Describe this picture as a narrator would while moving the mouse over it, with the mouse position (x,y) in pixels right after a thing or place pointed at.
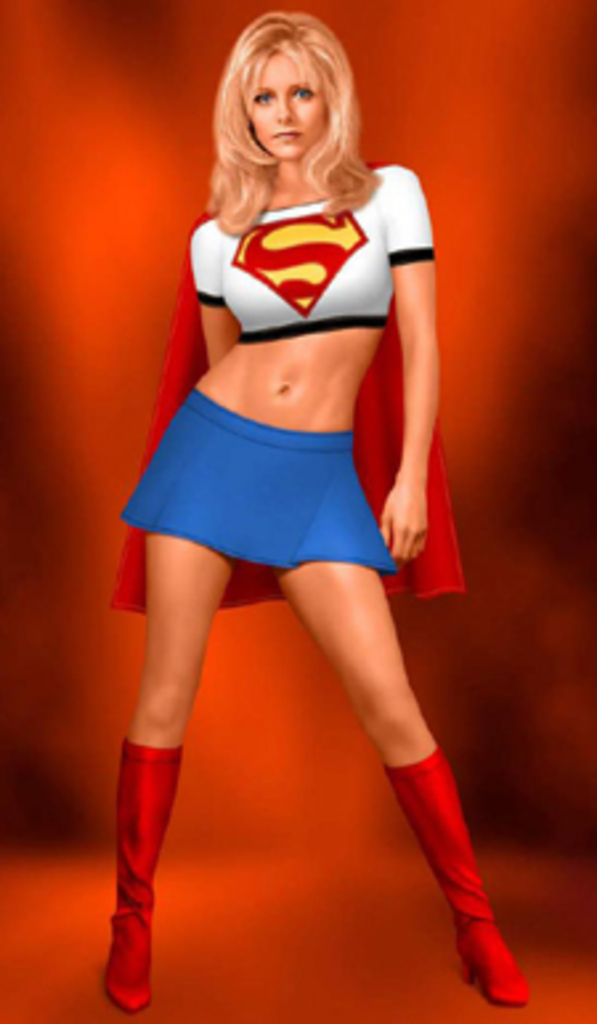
In this picture i can see the painting (374,572) of a woman (367,598) who is wearing superwoman dress (374,365).
